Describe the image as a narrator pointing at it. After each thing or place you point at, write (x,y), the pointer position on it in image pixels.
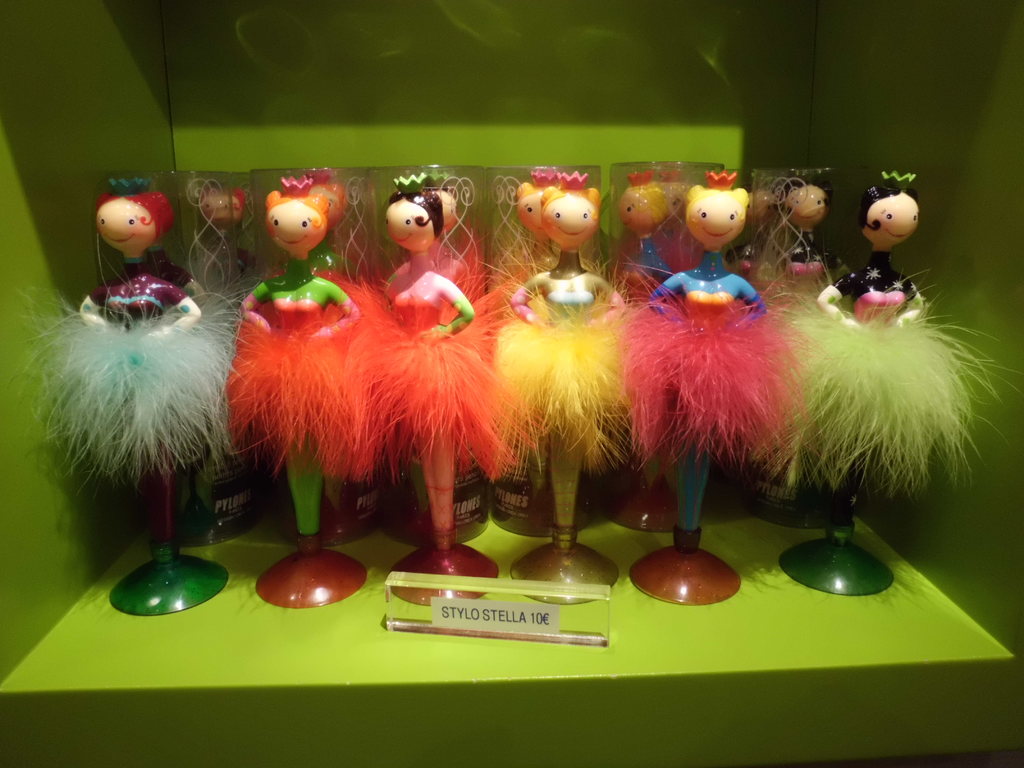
In the picture there is a collection of dolls (363,348) kept on a green surface (240,649) and in front of them there is some name (553,616) written on a glass bar (490,611).
